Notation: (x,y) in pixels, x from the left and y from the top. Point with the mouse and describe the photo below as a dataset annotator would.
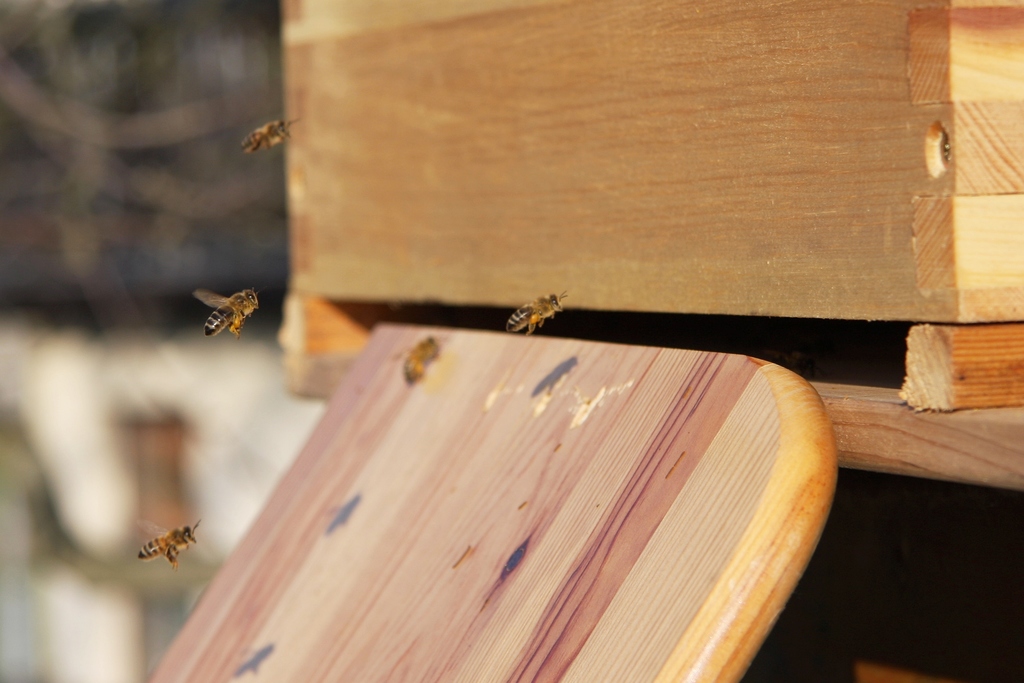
In this picture we can see few honey bees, a wooden plank (477,444), a box (719,185), and blurry background (149,296).
